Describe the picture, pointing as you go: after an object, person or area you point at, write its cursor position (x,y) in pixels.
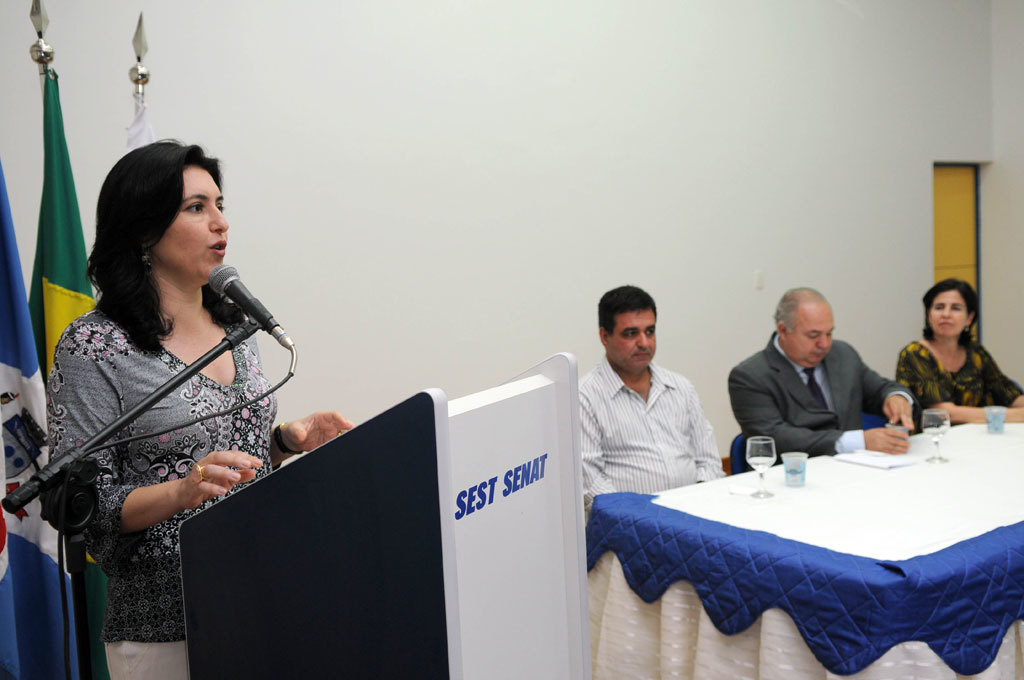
a person (176,310) is standing at the left (180,469) and speaking into microphone (238,272). behind her there are 3 flags (19,548) a wooden box (286,473) is present in front of her. to her right there is a table (822,520) on which there are papers (879,461) and glasses (761,447). people (670,462) are seated on the chair (745,448). the person (834,411) at the center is wearing a suit (772,400). behind them there is a white wall (510,234).
